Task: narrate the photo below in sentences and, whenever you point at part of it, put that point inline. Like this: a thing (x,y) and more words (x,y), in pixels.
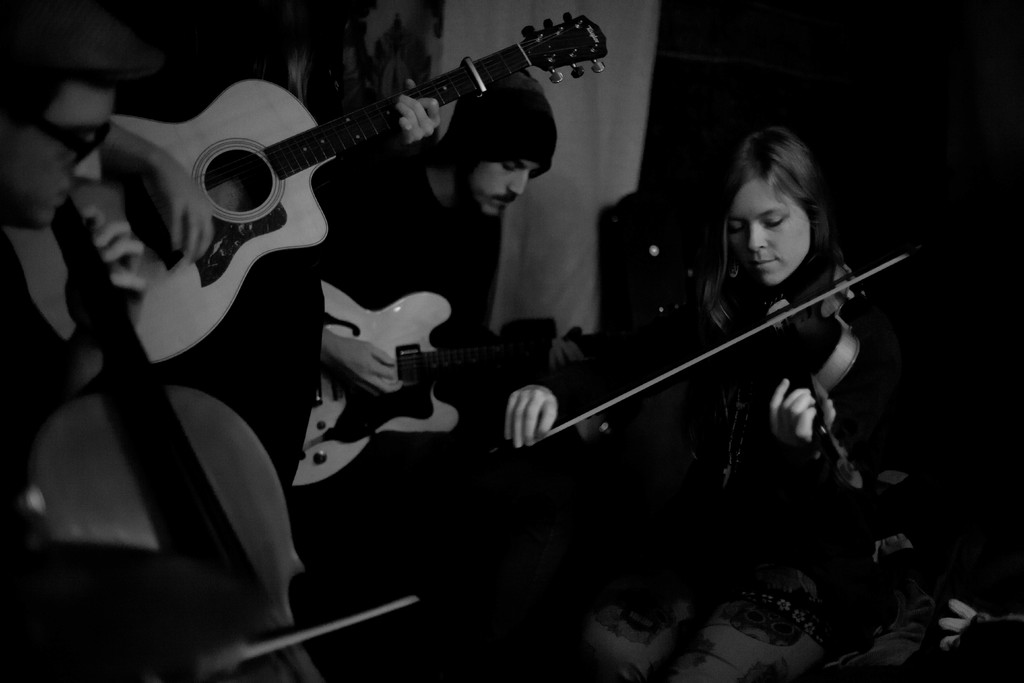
A black and white picture. These persons (200,214) are playing a guitar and violin (790,350).
